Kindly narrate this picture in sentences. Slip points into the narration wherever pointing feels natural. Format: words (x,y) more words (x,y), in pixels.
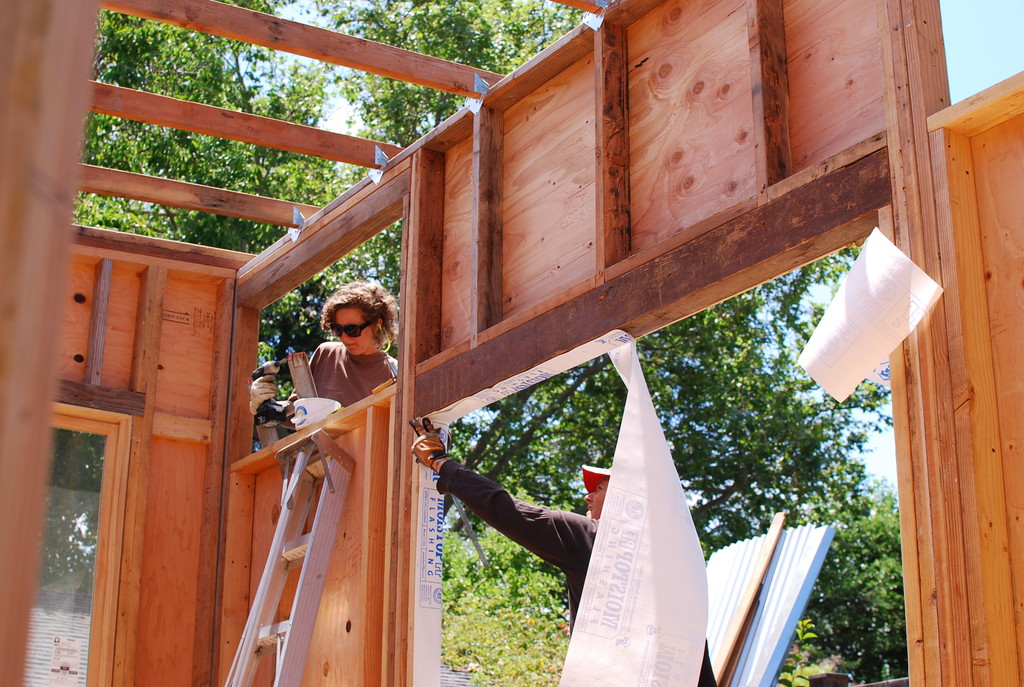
In this picture we can see a person (343,345) wearing goggles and holding objects (293,379) in hands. We can see another person (419,455) holding a shed (395,427). There are a few white objects (458,414) and a poster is visible on a glass object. This glass object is visible on this shed (352,426). We can see a ladder (308,462). There is a metal plated roofing sheet (809,540) on the right side (760,641). We can see a few trees (770,514) in the background (780,492).
